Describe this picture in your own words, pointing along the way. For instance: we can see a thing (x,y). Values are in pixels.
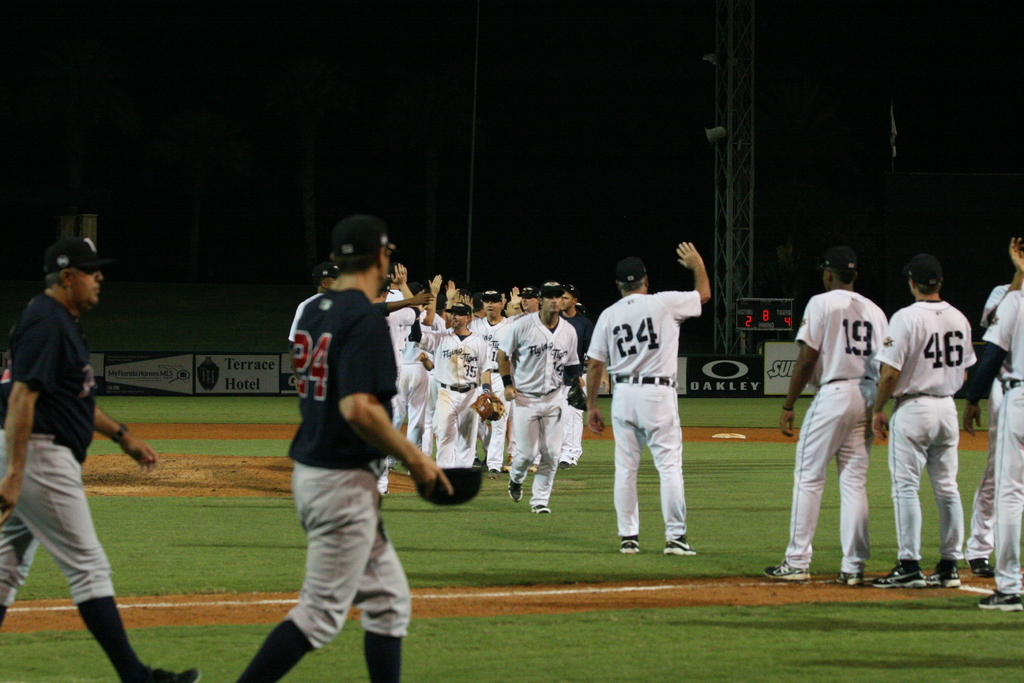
On the left (10,463) there are two persons (108,585) walking on the ground (23,667) and on the right (697,272) there are few persons (641,449) walking and few are standing on the ground (522,600). In the background (237,378) there are hoardings (174,366), poles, flag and other objects (760,328).
